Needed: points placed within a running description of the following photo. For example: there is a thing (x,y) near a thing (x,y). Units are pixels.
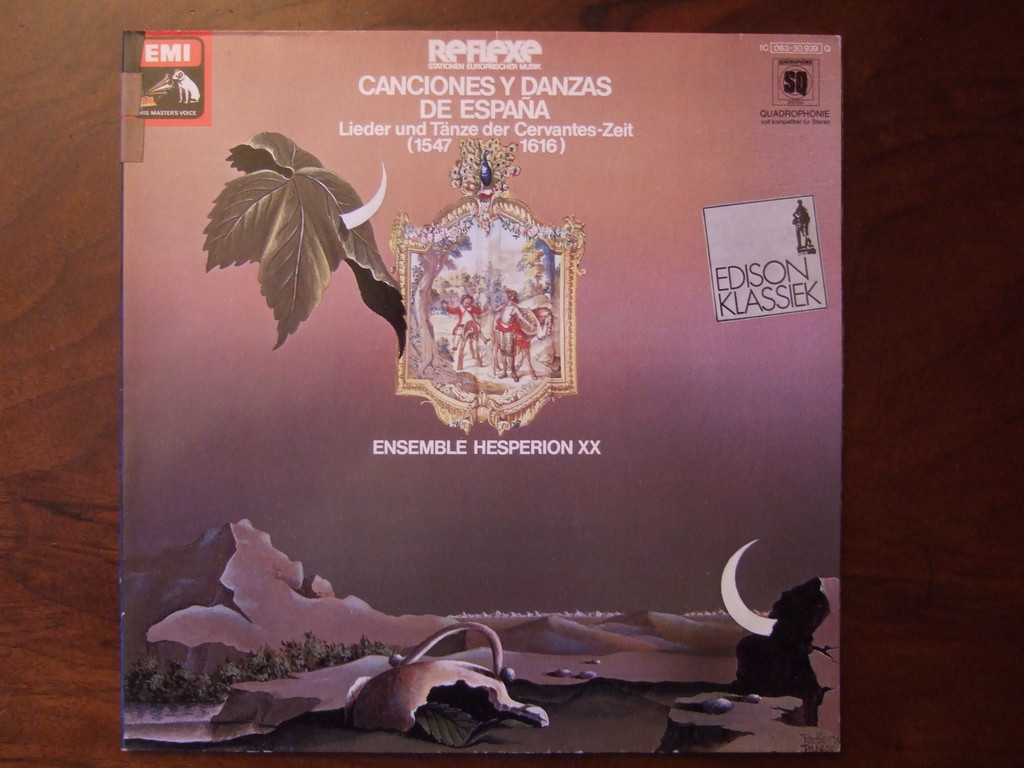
In this image I can see the brown colored surface (51,229) and on it I can see a record album cover (521,189).
